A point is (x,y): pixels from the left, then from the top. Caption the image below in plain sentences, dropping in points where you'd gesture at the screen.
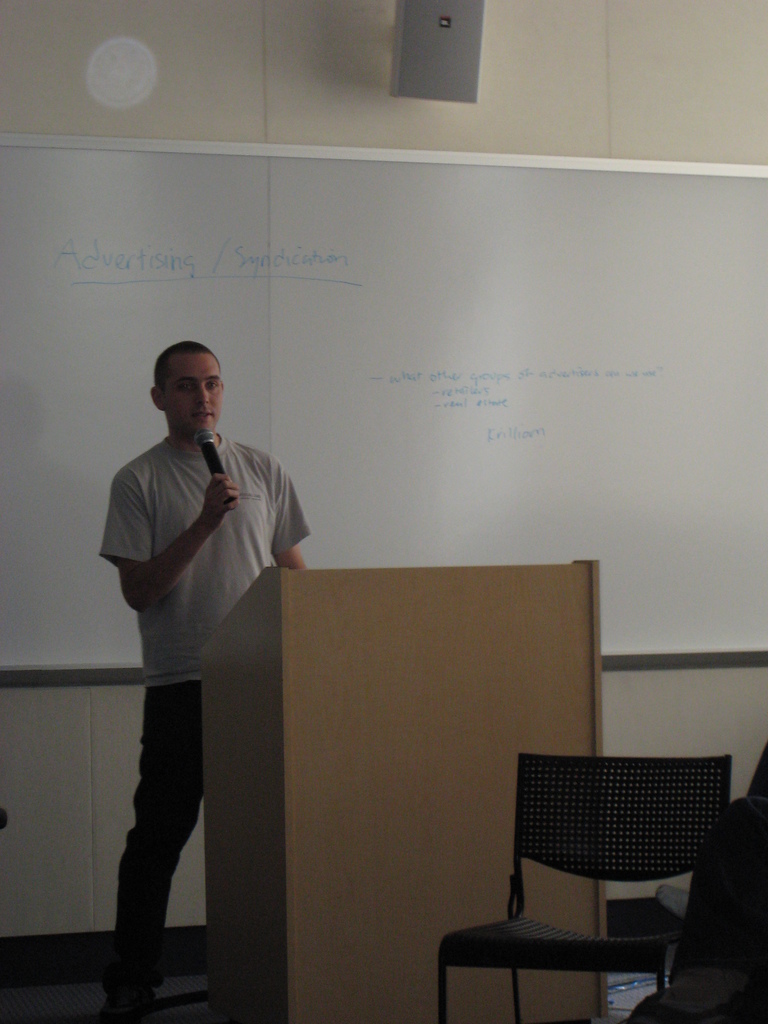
This picture shows a man (158,464) standing at a podium (343,671) and speaking with the help of a microphone (206,448) in his hand (221,491) and we see a chair (626,877) and a white board (322,464) on the wall (745,720).
